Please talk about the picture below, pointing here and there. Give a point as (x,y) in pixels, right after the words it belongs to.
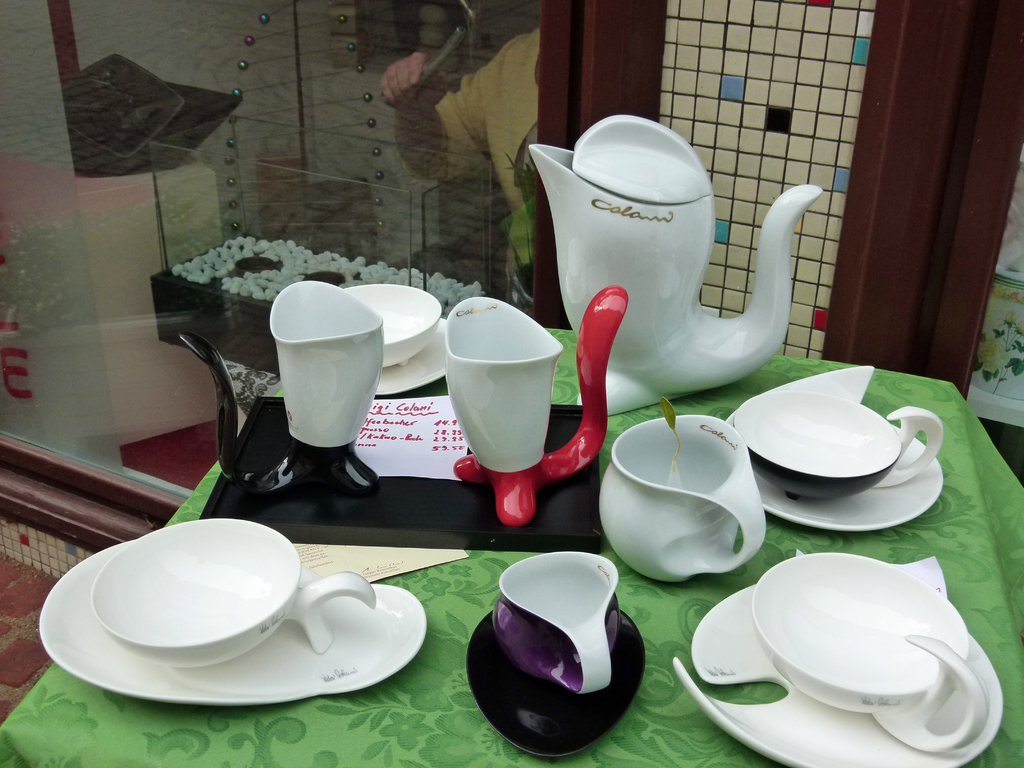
This is a picture in a restaurant (276,679). In the foreground of the picture (279,520) there is a table (441,578). On the table (370,735) there are cups (932,619), saucers (437,370), teapot (651,237) and a menu card (419,455). They are placed on a table (419,654). At the top (305,98) there is a door (901,110) and a glass window (284,113).
